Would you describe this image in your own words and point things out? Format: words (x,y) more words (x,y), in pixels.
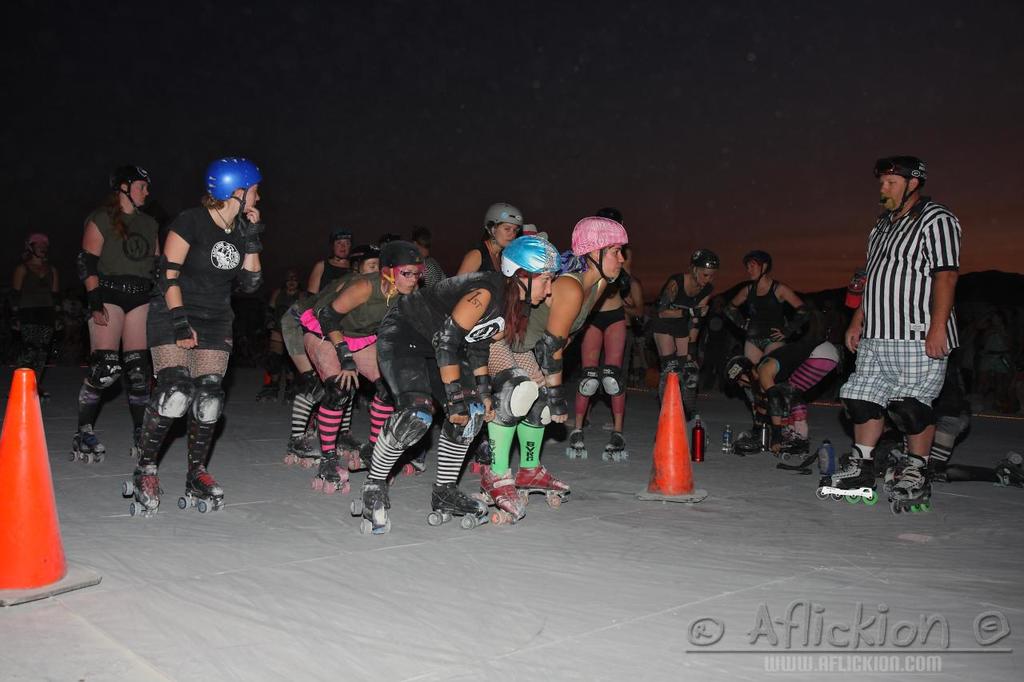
In this image we can see few people (881,387) wearing skates (464,501) and helmets (535,251) and there are bottles (700,447), orange color objects (665,449) on the ground (518,527) and in the background (680,171) there are mountains (982,276) and the sky (630,182).
